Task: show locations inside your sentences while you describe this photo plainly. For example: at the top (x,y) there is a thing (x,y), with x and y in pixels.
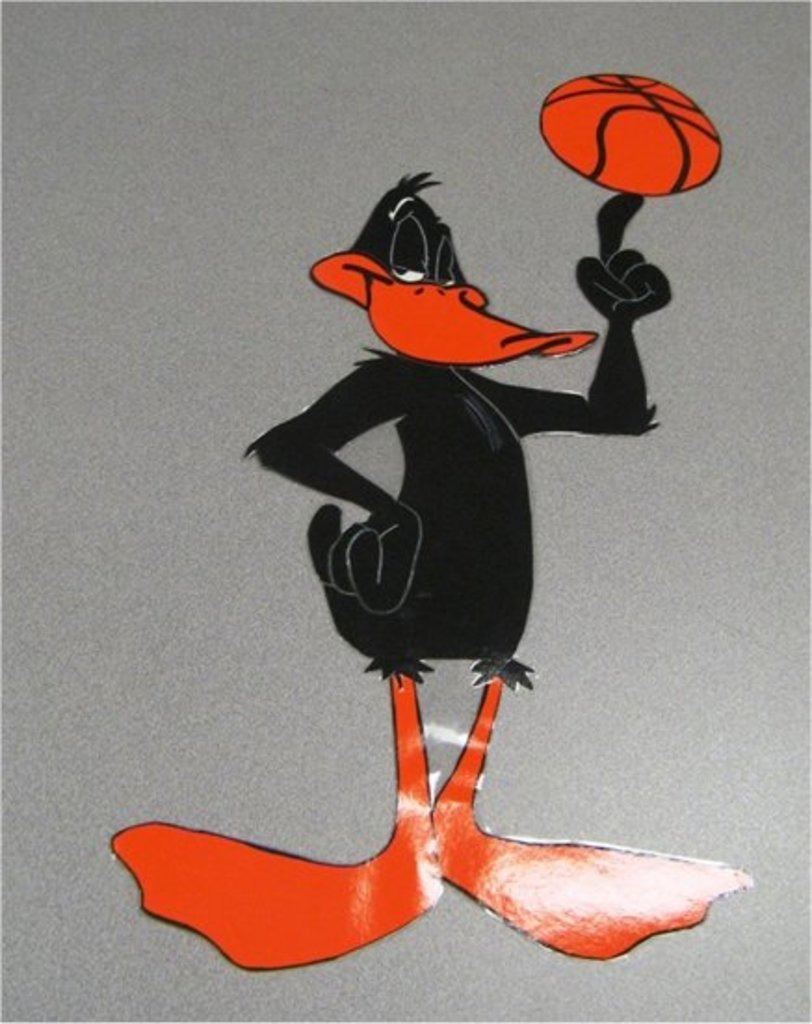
This picture shows a cartoon (274,921) which is black and orange in color.
